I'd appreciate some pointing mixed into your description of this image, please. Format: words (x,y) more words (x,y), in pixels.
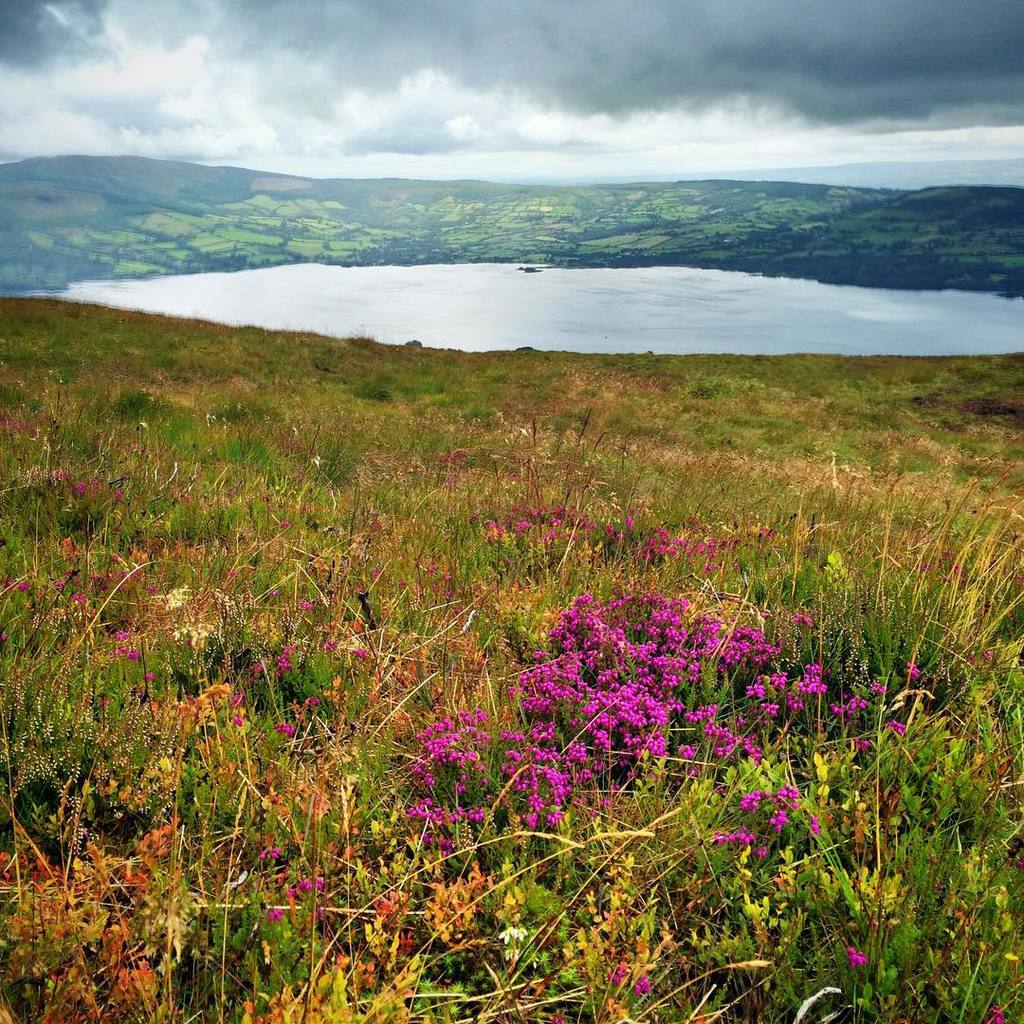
In this image, we can see plants (498,832) and there's grass (508,464) on the ground (561,455). In the background (418,299), there is water (359,296) and we can see a hill (440,214). At the top (398,81), there are clouds (506,100) in the sky (547,125).
